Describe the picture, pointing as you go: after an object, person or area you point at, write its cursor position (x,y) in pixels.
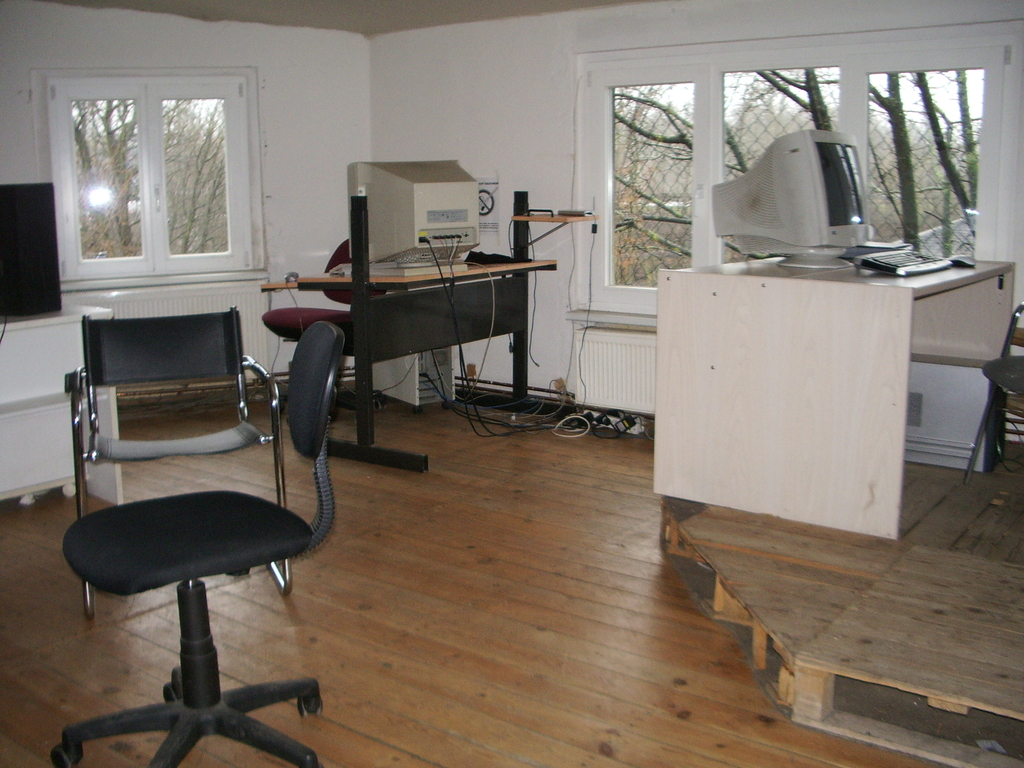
This picture is clicked inside the room (895,510). On the left (230,562) we can see the chairs (219,446) and the tables (19,333) on the top of which we can see the monitors (791,232), keyboard (901,268) and some other items (32,269) are placed. On the right (880,623) there is a wooden object (978,644) and there are some objects (462,397) placed on the ground (625,438). In the background (505,116) we can see the wall (327,97) and the windows (179,141) and through the windows (801,113) we can see the outside view (122,203).
